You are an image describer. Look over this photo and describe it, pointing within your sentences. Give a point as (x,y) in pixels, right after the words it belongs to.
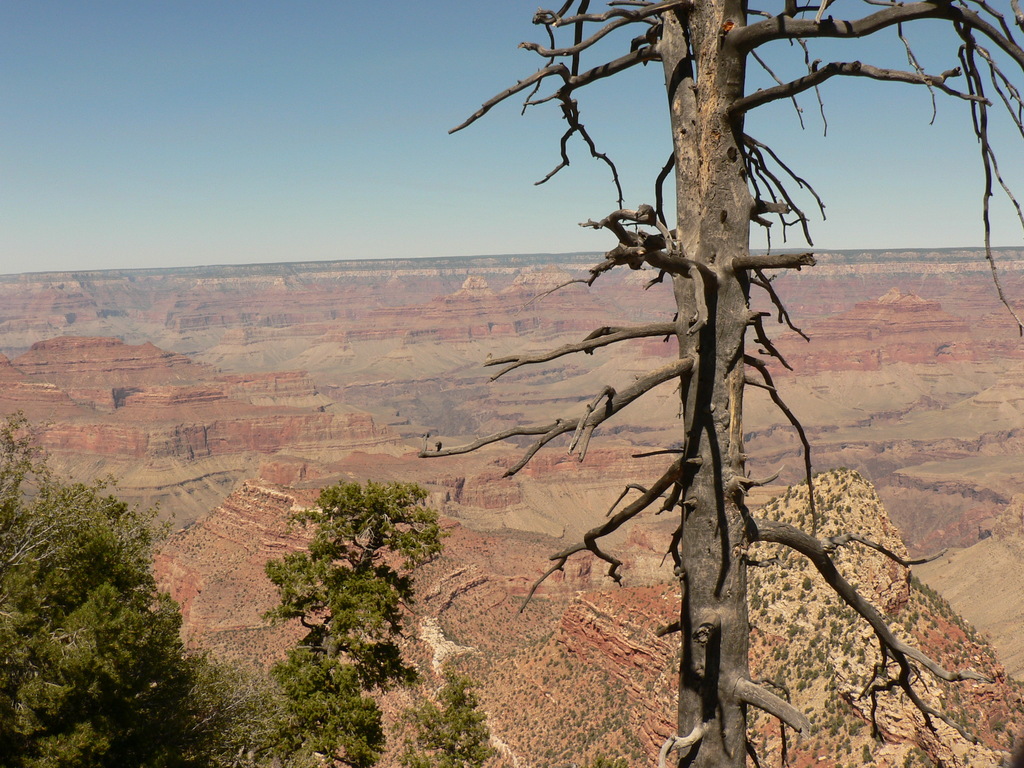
In this image we can see a trunk (685,506) of a tree (705,400) in the foreground (697,506). Behind the trunk (697,506) we can see a group of trees (124,556) and mountains (190,567). At the top (342,133) we can see the sky (278,136).
